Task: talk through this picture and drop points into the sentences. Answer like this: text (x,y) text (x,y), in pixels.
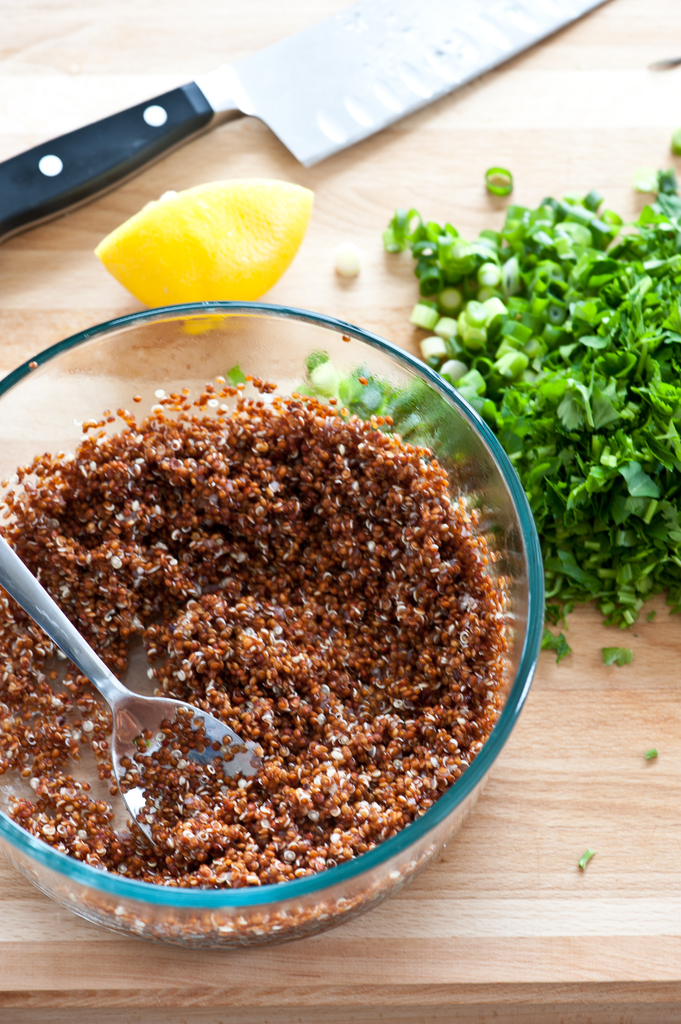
This is a bowl (369,601), which contains a food item (171,524). This looks like a serving spoon (133,726). I can see the green chopped vegetables (530,435), a piece of lemon (228,235), knife (216,91) and a bowl (481,773) are placed on the wooden board (585,773).
